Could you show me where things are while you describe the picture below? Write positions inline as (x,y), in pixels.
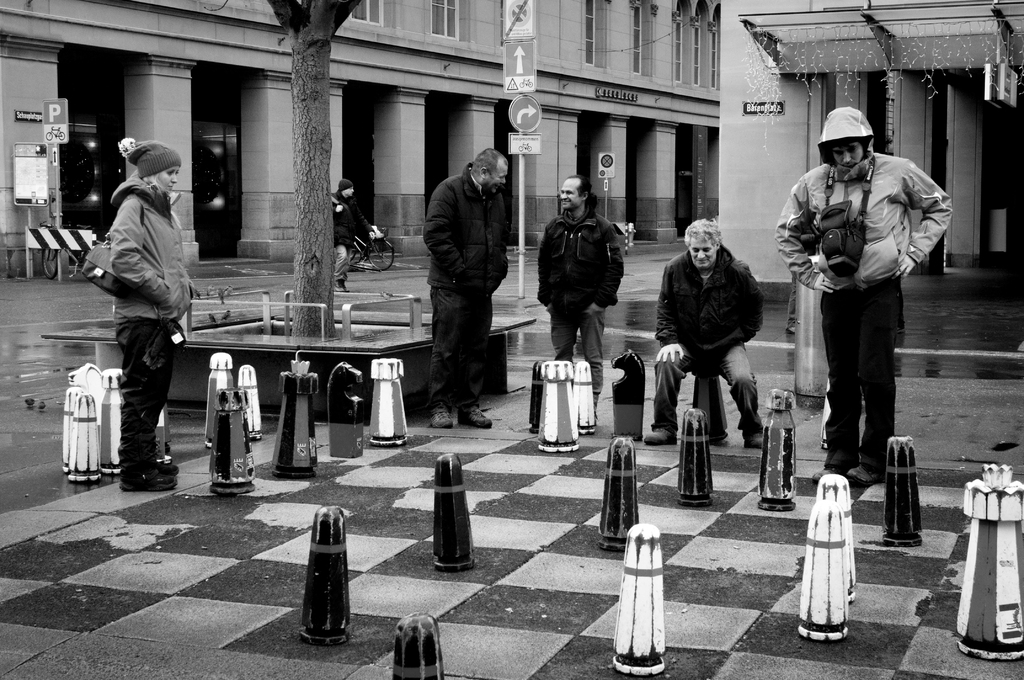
In this image I can see people (666,409) among them this man (720,300) is sitting on an object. Here I can see sign boards (520,66) and some other objects (354,429) on the ground (353,502). In the background (614,125) I can see buildings (851,89). This picture is black and white in color.
